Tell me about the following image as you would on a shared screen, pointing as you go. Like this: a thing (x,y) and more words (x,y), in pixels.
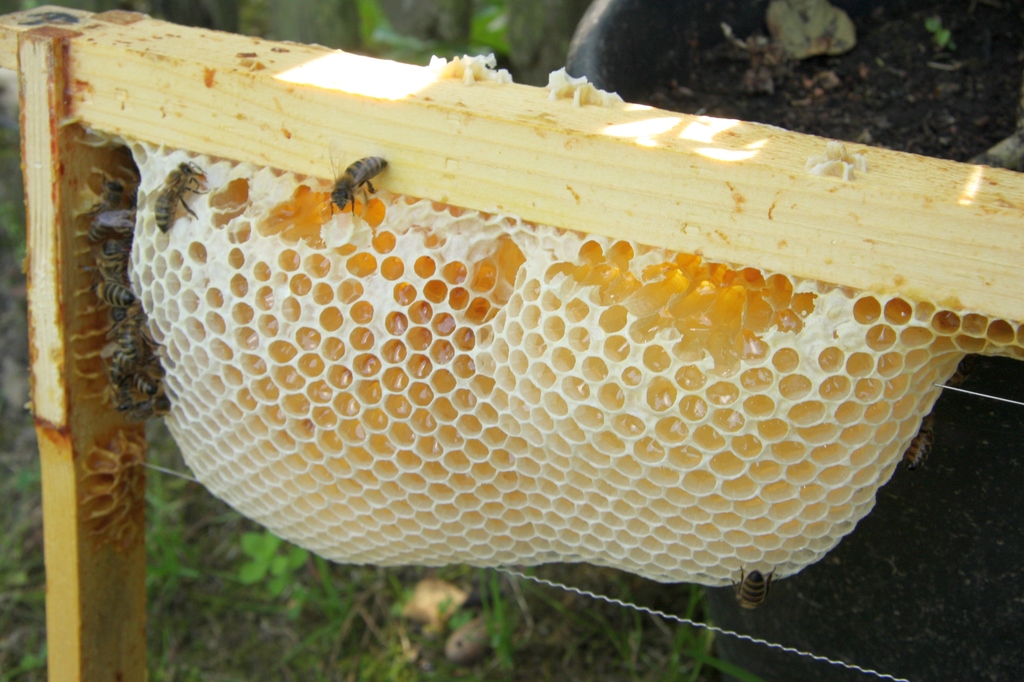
In this picture I can see the honeycomb (498,384) to the wooden object (240,113). I can see a few honey bees (118,274) on the left side (106,283).
